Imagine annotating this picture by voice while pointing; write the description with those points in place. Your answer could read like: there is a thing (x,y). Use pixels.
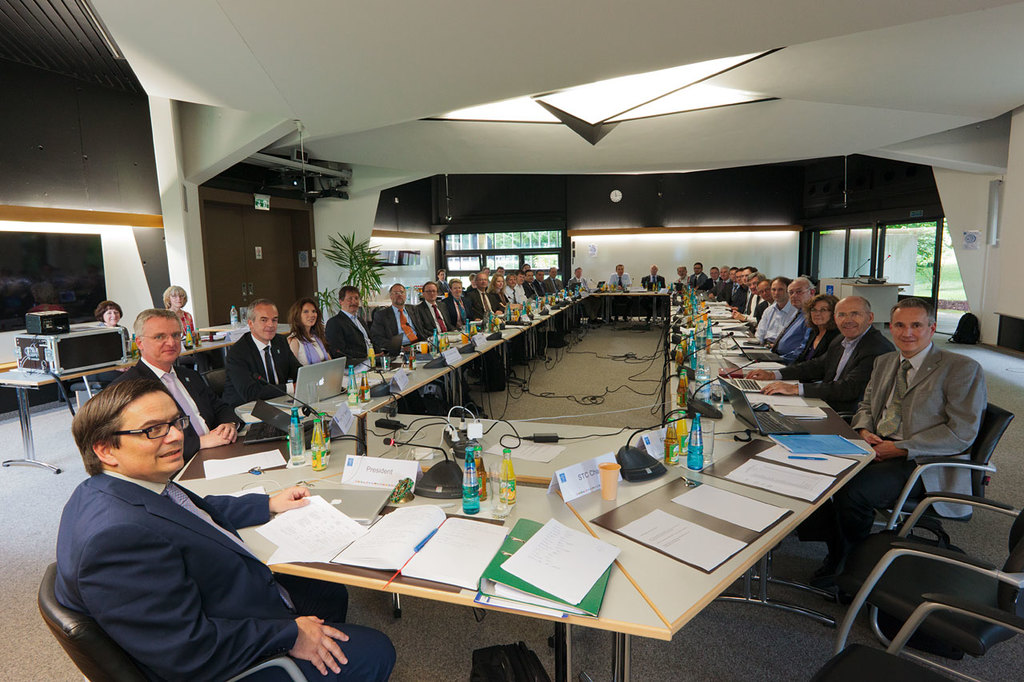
As we can see in the image there is a color wall (389,199), few people (348,675) sitting on chairs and there is a table (481,476). On table (523,614) there are books (465,546), files (501,555), papers (556,554), bottles (510,495), mics (713,408) and glasses (707,421).
